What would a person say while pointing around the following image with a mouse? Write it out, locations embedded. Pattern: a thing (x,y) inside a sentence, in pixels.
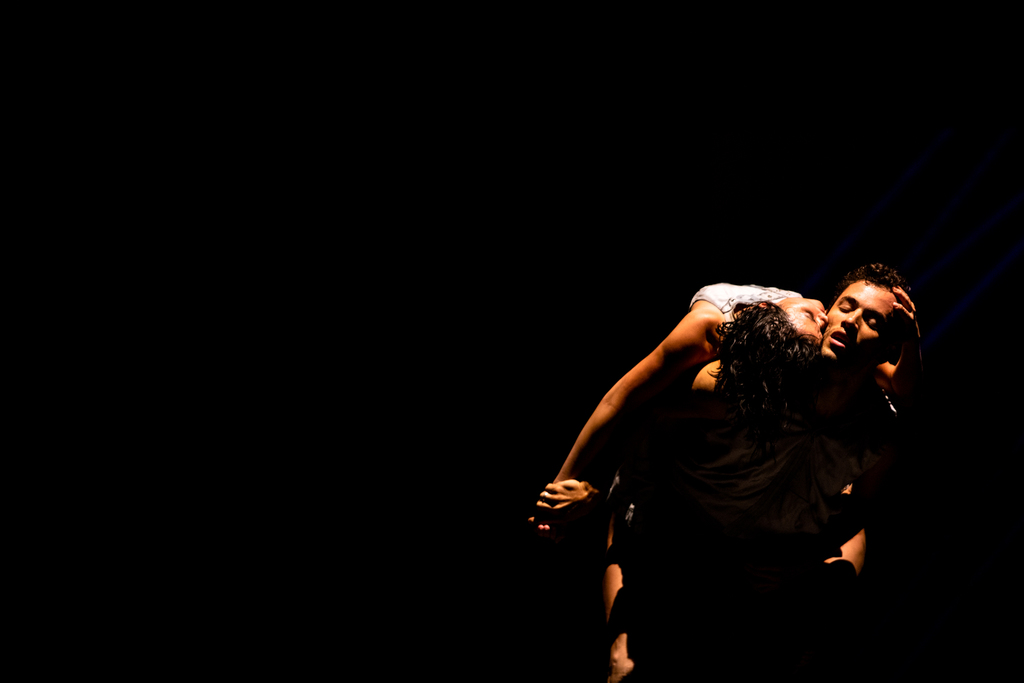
In this picture we can see two people (626,438) and in the background (492,314) it is dark.
